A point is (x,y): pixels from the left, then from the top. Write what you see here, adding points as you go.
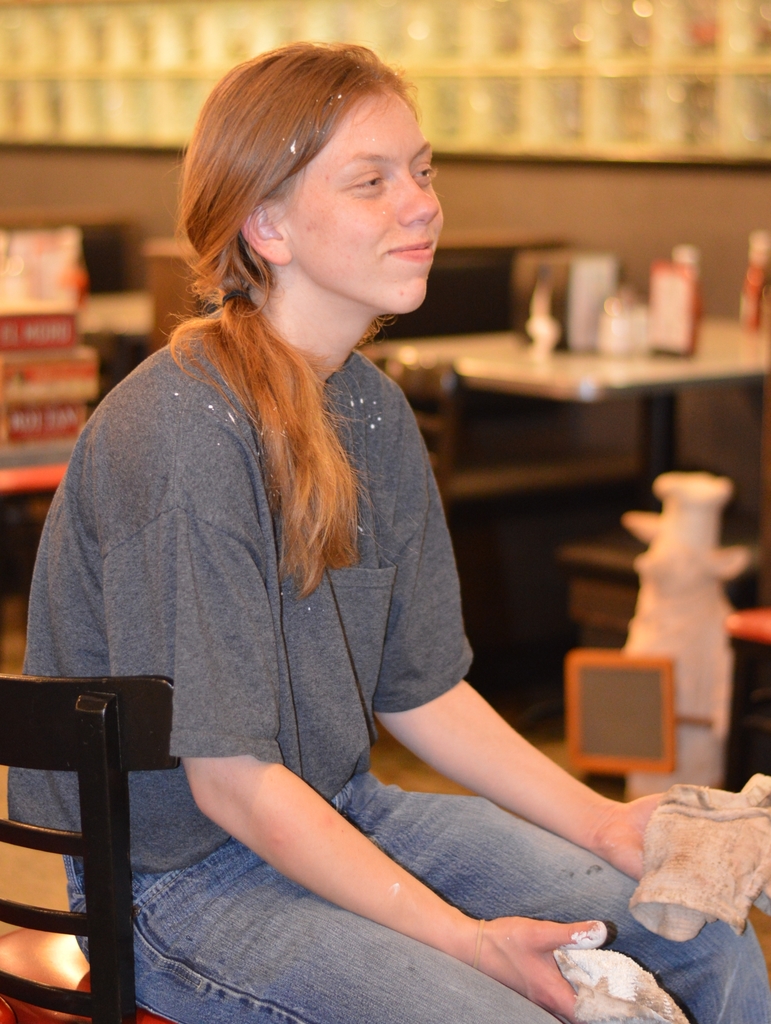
In this image I can see a woman (373,926) is sitting on a chair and is holding gloves (632,903) in her hand (563,1009). In the background (598,353) I can see tables (598,365), boxes (43,442), bottles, wall (552,211) and shelves (665,132). This image is taken may be in a hotel.
